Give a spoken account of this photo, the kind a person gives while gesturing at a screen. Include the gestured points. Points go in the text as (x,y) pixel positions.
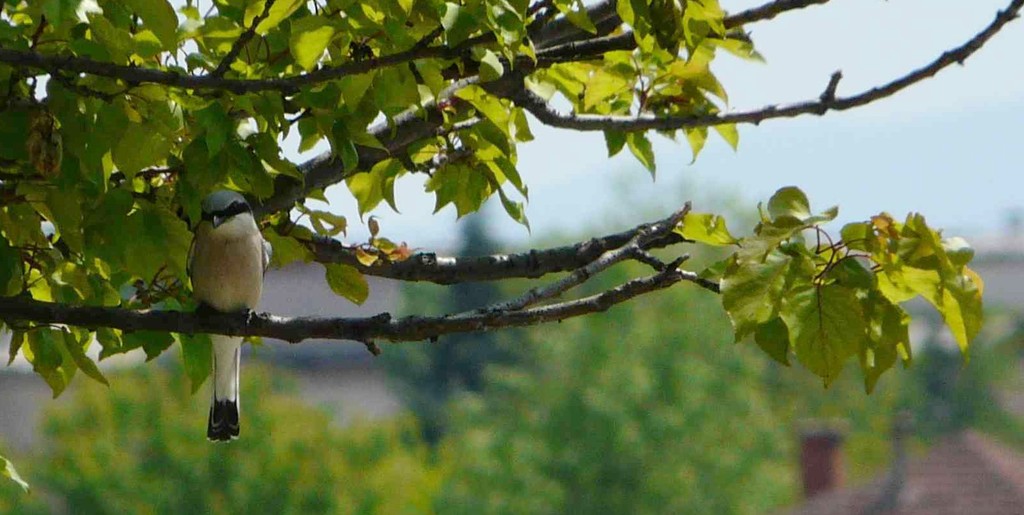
In this image there is a bird (226,273) on a tree (444,158), in the background (637,345) it is blurred.
